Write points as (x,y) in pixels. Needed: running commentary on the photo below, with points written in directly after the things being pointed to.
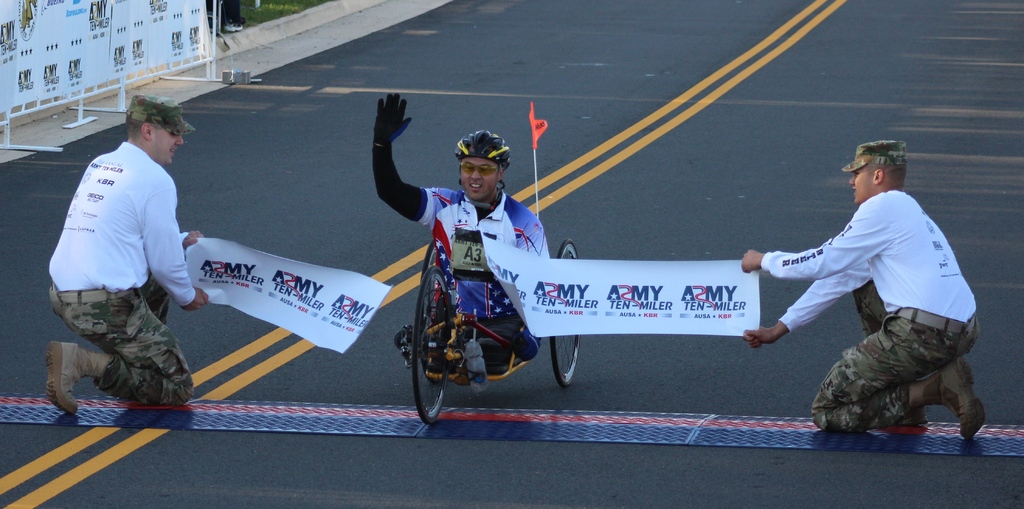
In this image I can see a person (476,292) sitting on bi-cycle (572,249) and there are two persons (171,266) sitting in squat position holding a banner (527,264) visible on road (313,114), there is a stand (7,117) and hoarding board (99,47) visible in the top left (6,8).
